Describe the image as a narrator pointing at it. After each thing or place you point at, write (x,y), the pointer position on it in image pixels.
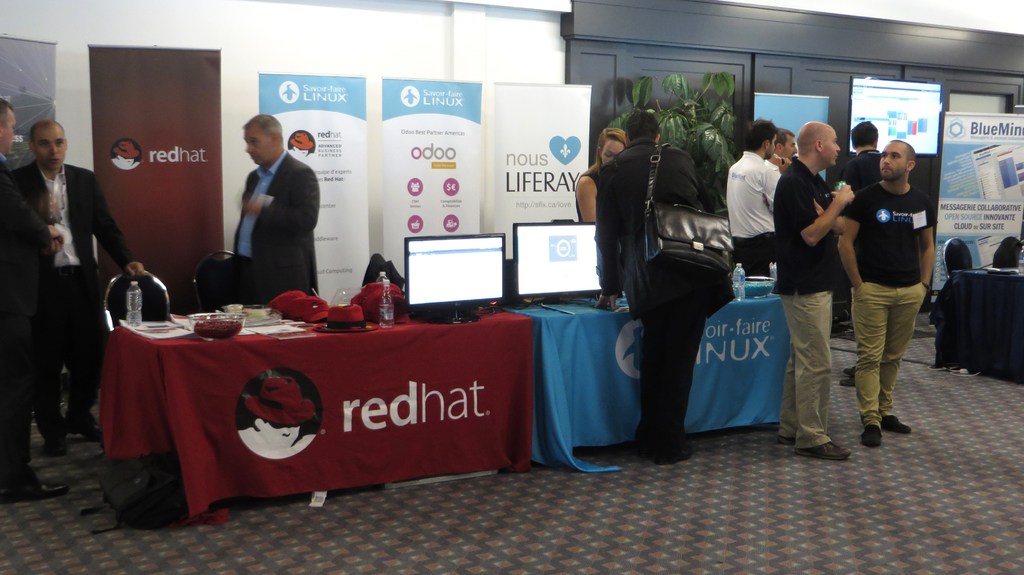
In this picture I can see few people (9,257) are standing and I can see couple of monitors (441,274), water bottles (382,311) and caps (360,315) on the table (402,353) and I can see couple of cloths (472,391) on the tables (605,406) with some text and I can see few advertisement boards (794,106) with some text (1016,131) and I can see a plant (662,133) in the back (665,118) and I can see couple of chairs (1001,251) and another table (989,290) on the right side of the picture (974,285).
